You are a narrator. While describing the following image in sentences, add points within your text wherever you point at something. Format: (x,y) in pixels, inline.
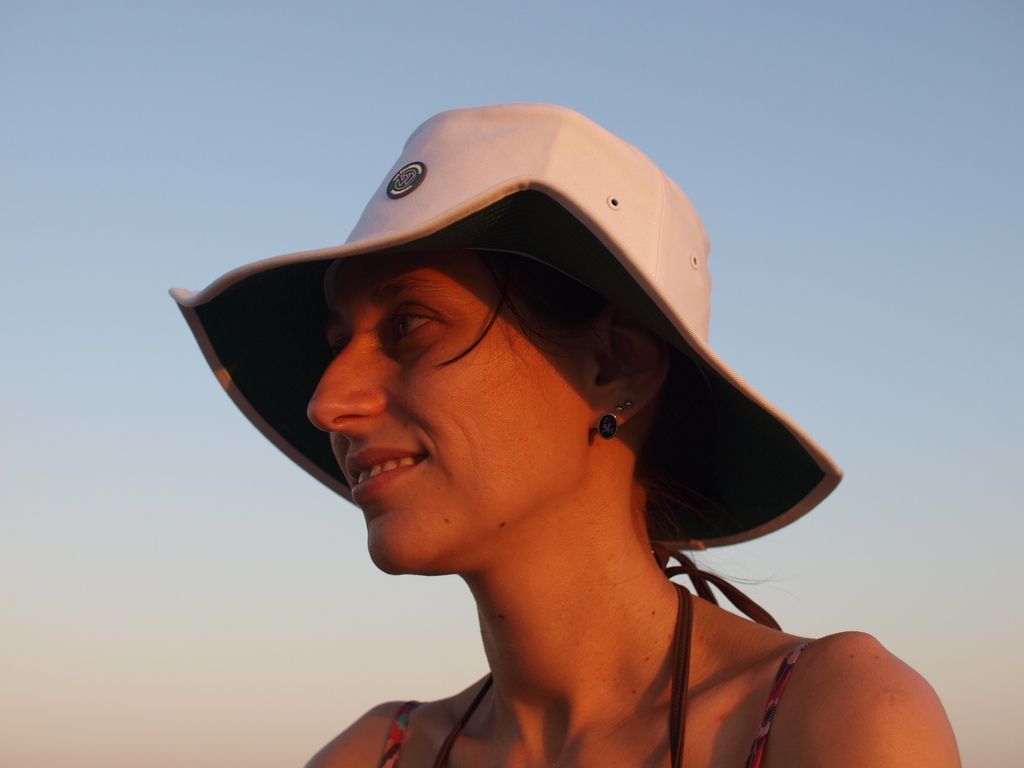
In this image we can see a woman (494,611) wearing white color hat (642,288) is smiling. In the background (950,250), we can see the sky (203,690).
